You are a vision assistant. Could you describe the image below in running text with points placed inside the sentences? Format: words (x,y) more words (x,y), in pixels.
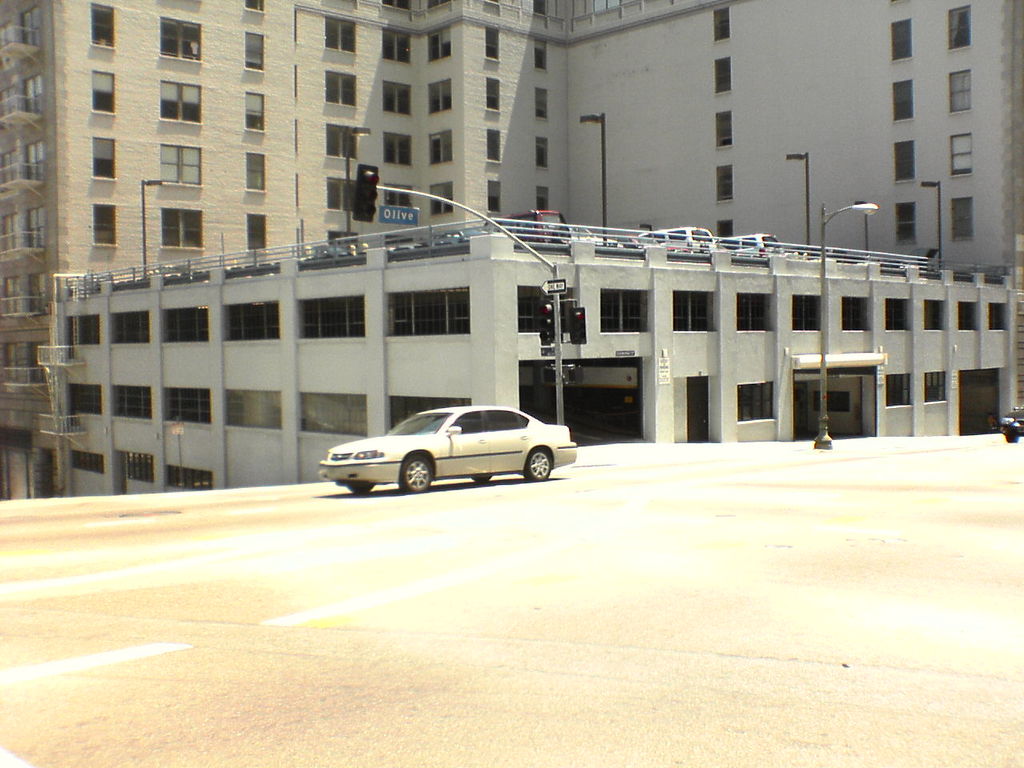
In this picture there is a car (406,433) in the foreground (527,451). At the back (36,276) there are buildings (44,265) and there are cars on the top of the building (478,375) and there are poles (791,157). At the bottom (234,544) there is a road (395,606).
